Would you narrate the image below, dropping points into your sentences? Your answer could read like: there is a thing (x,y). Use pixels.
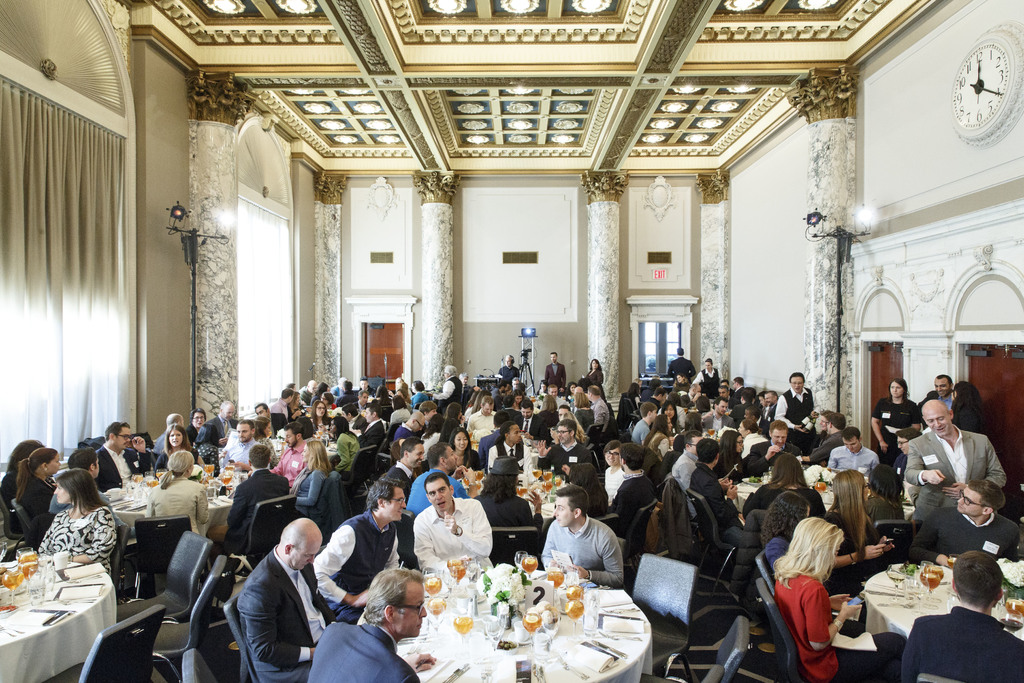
There are five persons (349,644) sitting around the table (446,582). There are glasses (581,594), bottles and some other objects (515,599) on the table (568,643). Left to this, there are some other people (64,539) sitting around the table (108,594). Right to this, there are some other persons (950,622) sitting around another table (894,613). In the background (225,436), there are so many people (416,414) sitting around the table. On the right hand side of the image (965,84), there is a clock (978,64). On the left hand side of the image (48,208), there is a curtain (47,257).
